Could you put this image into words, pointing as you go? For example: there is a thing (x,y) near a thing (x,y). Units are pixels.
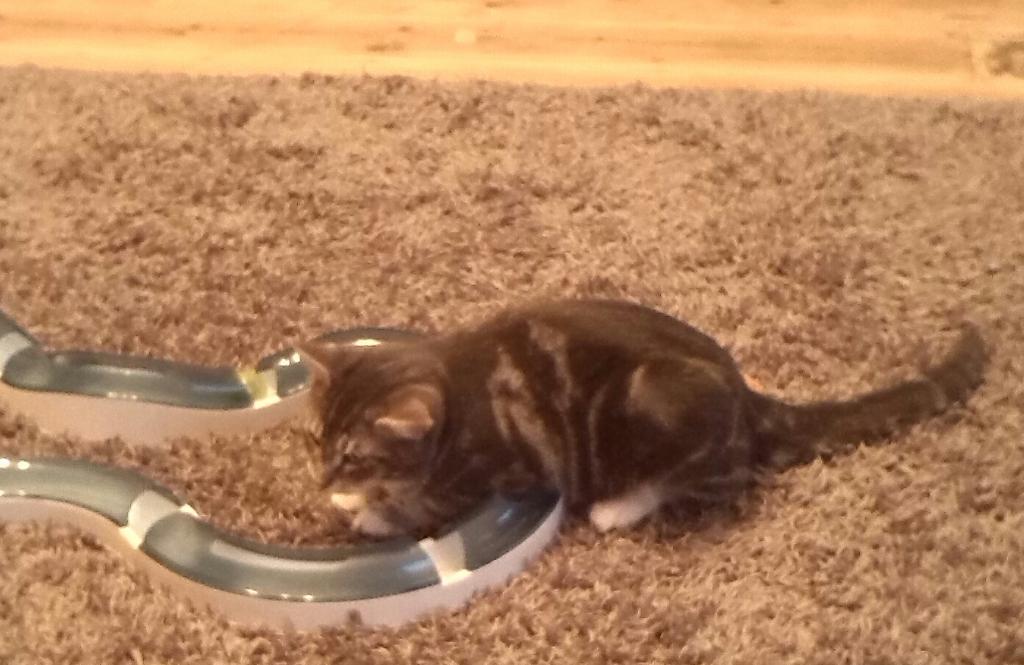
It is a cat (458,477) on the floor mat (891,456).
